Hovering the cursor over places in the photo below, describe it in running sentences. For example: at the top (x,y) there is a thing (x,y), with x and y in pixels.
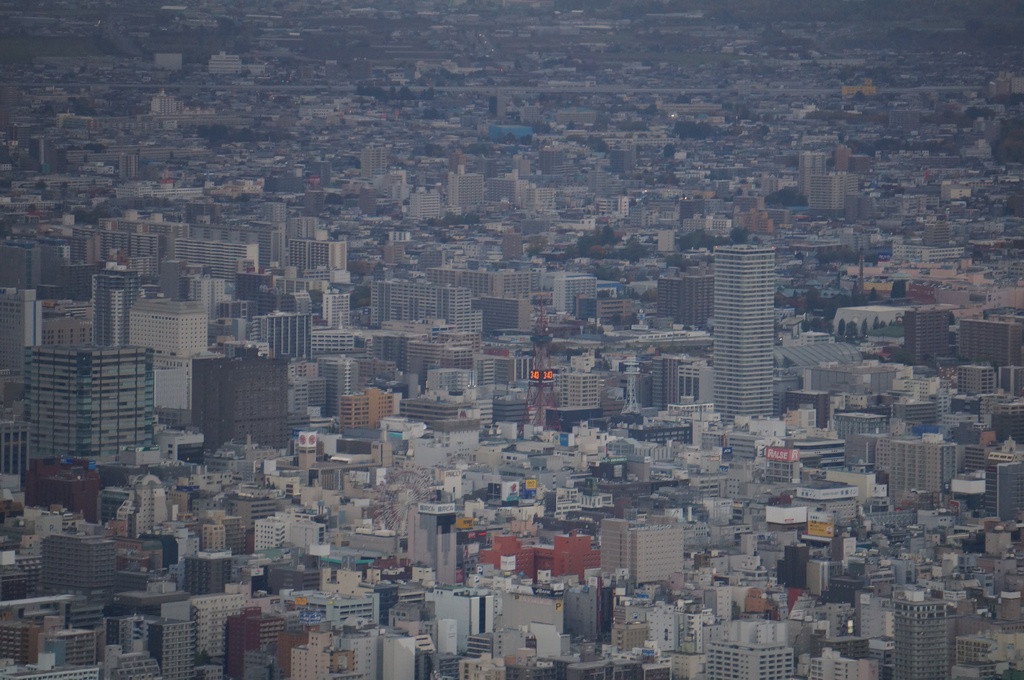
In the picture we can see an Aerial view of the city (568,485) with full of buildings (546,470) and the tower buildings (841,178) with many floors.
